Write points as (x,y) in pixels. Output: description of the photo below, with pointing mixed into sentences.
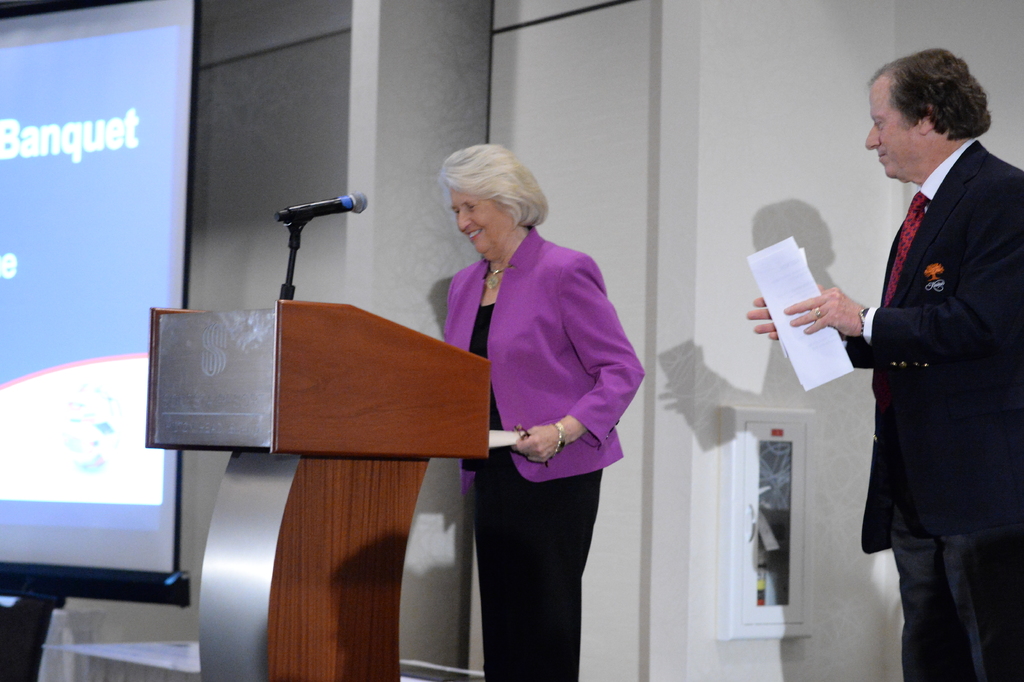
In the image we can see a man (961,342) and a woman (573,382) standing, they are wearing clothes (591,385) and they are smiling, and they are holding paper (511,439) in their hands (770,329). Here we can see the podium (342,320), microphone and projected screen (88,243). Here we can see the text (36,138) and the wall (653,138).
